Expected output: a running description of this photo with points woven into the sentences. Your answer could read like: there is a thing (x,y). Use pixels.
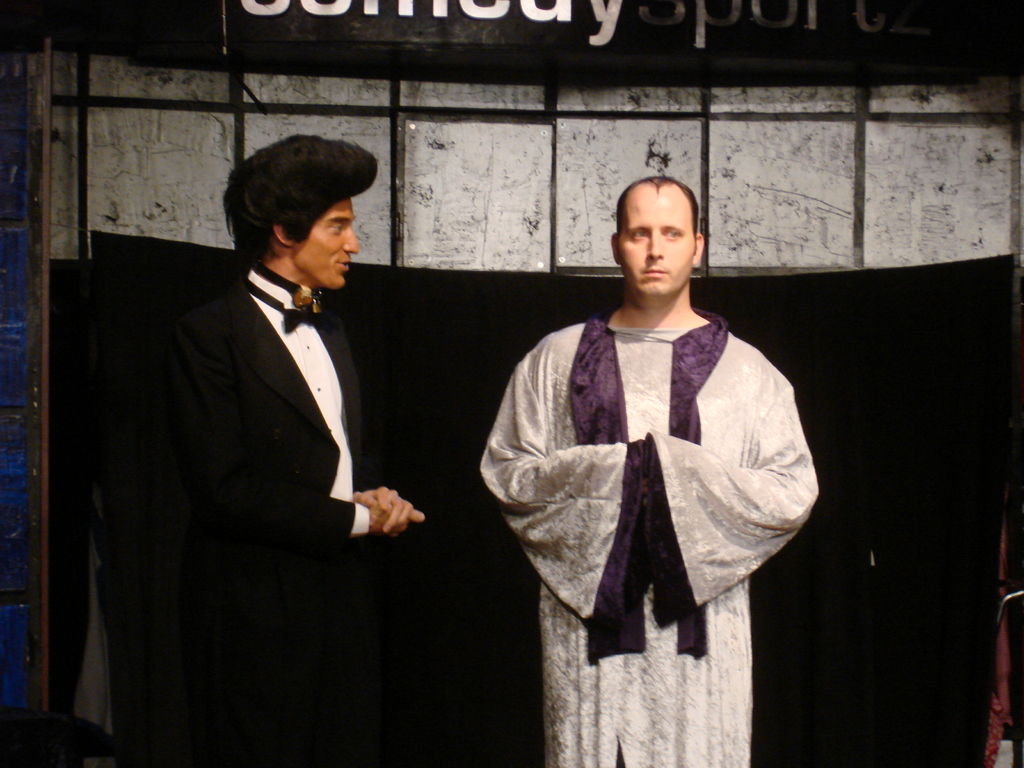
2 people (274,309) are standing. The person (329,554) at the left (293,538) is wearing a suit (306,482). The person (628,463) at the right (691,698) is wearing a white dress (612,704). behind them there is a black background (850,665) and a hoarding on the top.
